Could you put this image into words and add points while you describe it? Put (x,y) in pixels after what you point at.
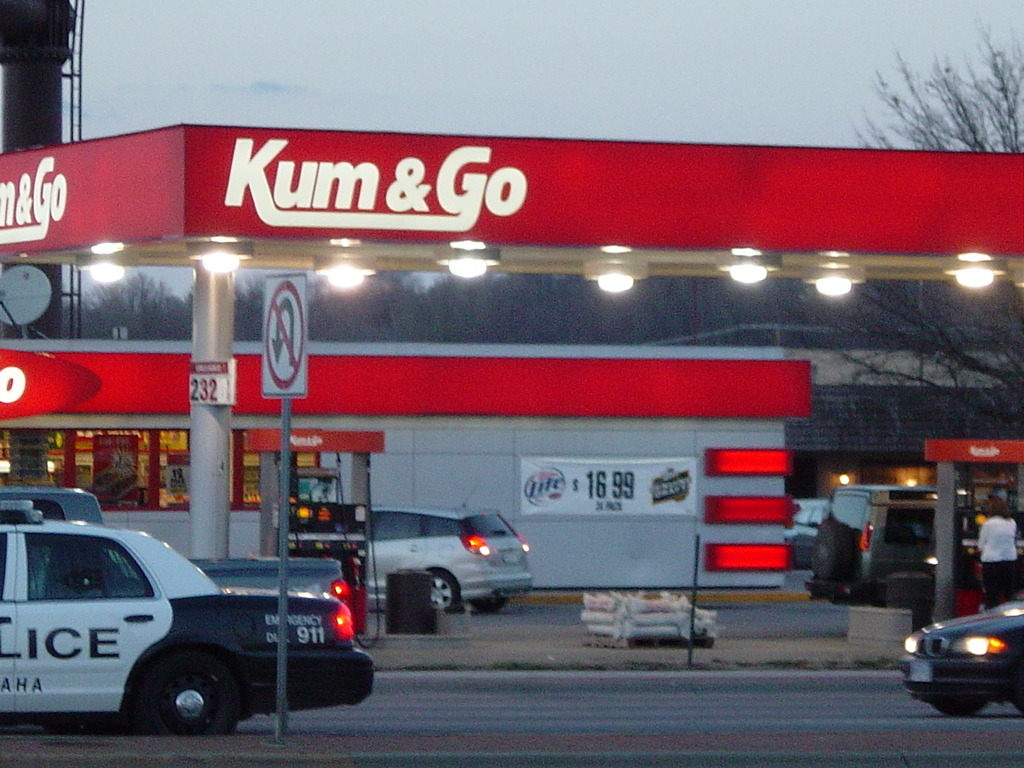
This picture might be taken in a petrol bunk (171,480), in this image there are some vehicles (919,662) and some persons (1006,569), pole (216,340), board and some lights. And in the background (314,454) there are some other objects (277,494), and some bags (634,616) in the center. At the top (444,101) there is sky (686,112) and in the background (976,130) there are some trees (128,304), at the bottom (505,734) there is road (753,752).
